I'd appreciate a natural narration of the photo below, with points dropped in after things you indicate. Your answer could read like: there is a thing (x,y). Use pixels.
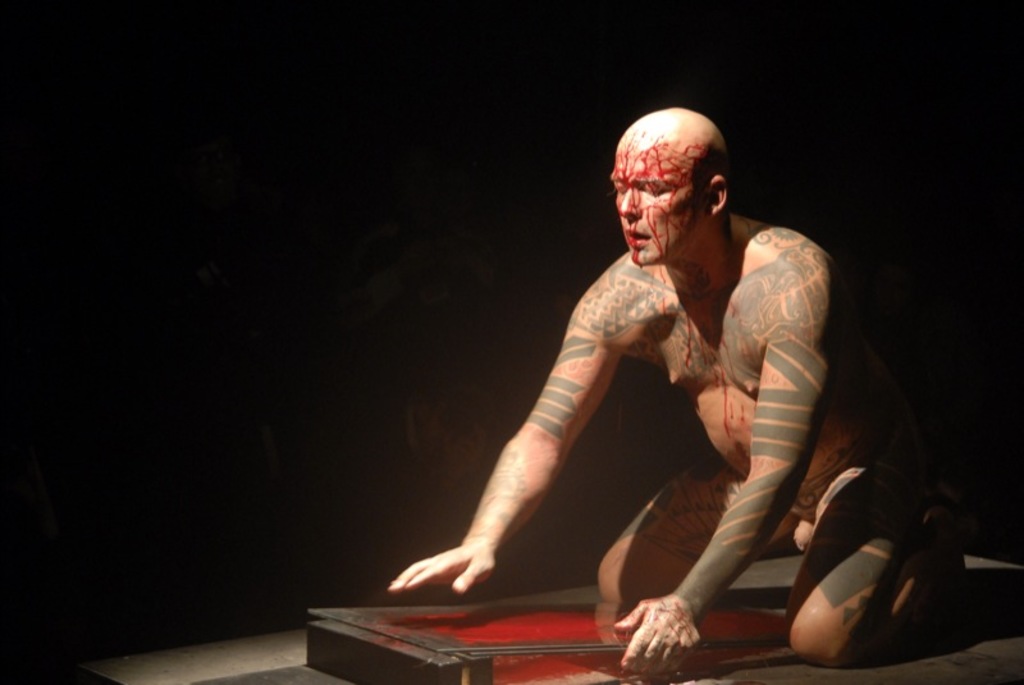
In this image there is a man (698,326) in the center (680,253). In front of the man (775,498) there is a mirror (524,636).
